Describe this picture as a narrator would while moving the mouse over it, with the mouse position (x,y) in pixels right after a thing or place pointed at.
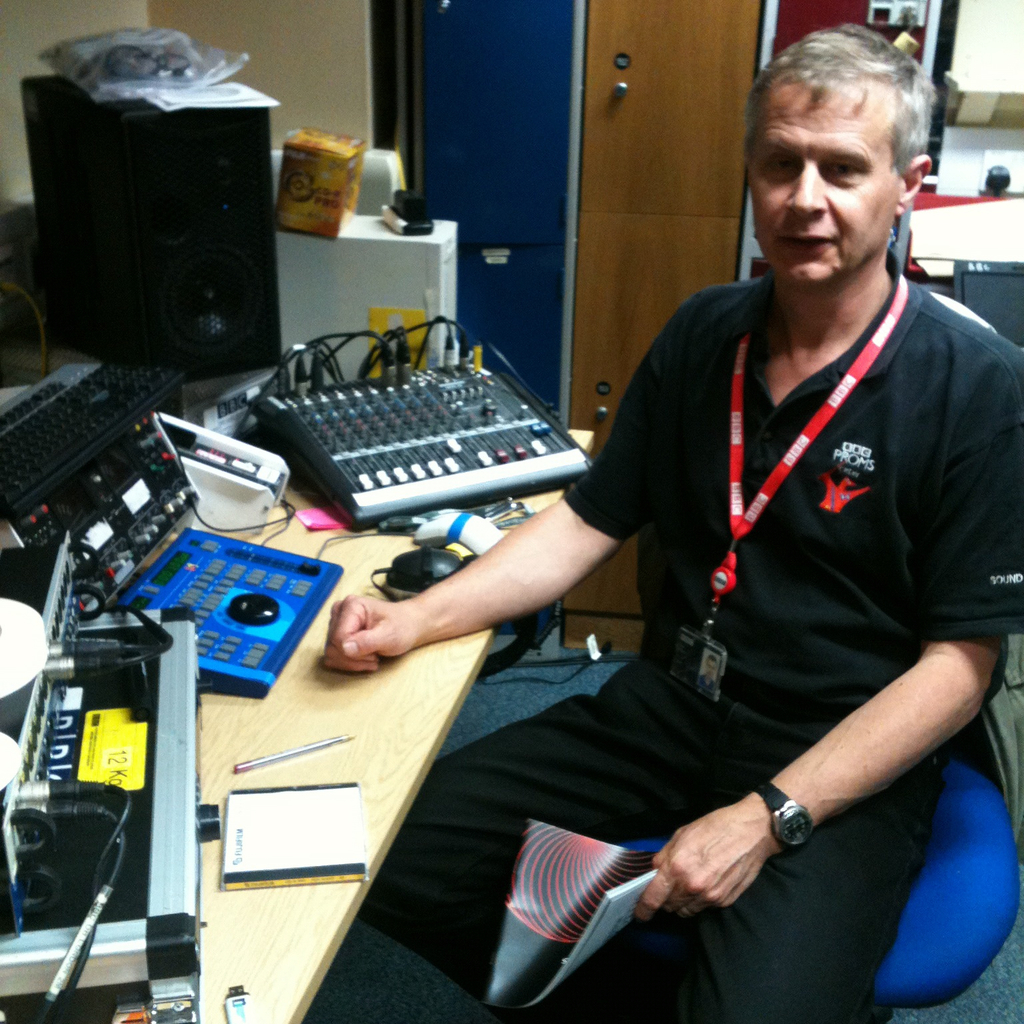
In this picture I can see a pen (297,754), book (349,789), pen-drive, mouse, some kind of machines (374,466) and speaker (131,344) on the table (483,504), there is a person (664,791) holding a book (592,864) and sitting on the chair (991,837), and in the background (1006,298) there is a monitor (988,285) and some other items (671,170).
